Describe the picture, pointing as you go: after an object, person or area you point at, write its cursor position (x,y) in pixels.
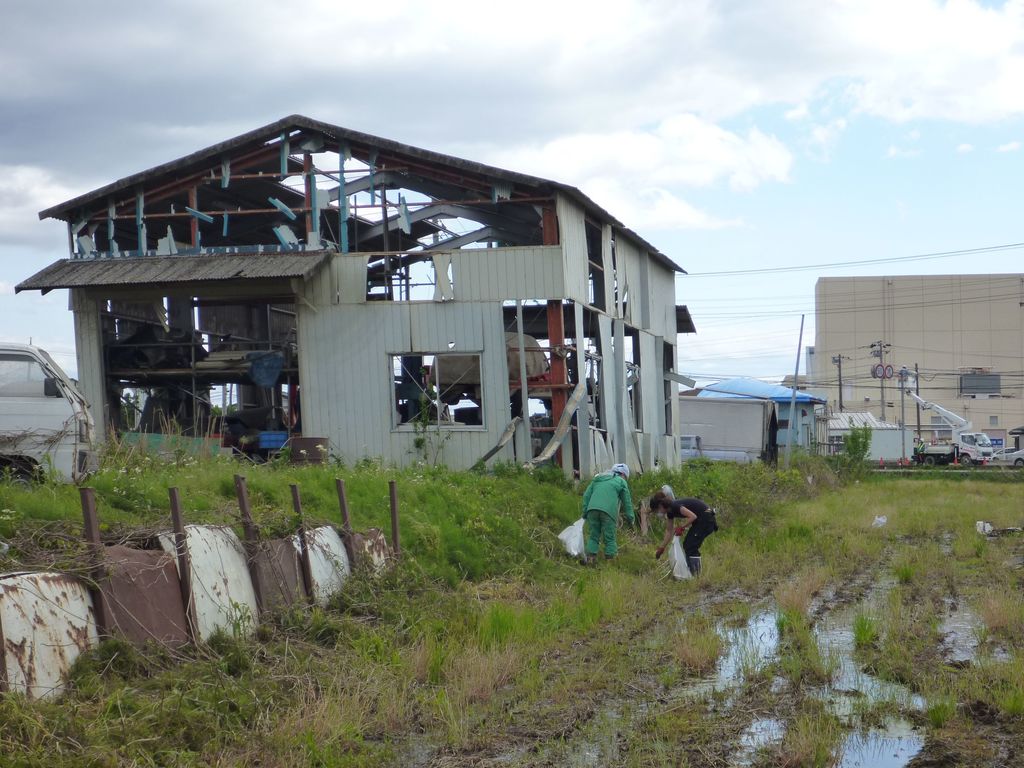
In this picture we can see few people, in the background (1020,385) we can find few buildings (808,402), poles (884,414), vehicles (742,452), cables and plants (522,518), at the top of the image (680,134) we can see clouds (596,79).
